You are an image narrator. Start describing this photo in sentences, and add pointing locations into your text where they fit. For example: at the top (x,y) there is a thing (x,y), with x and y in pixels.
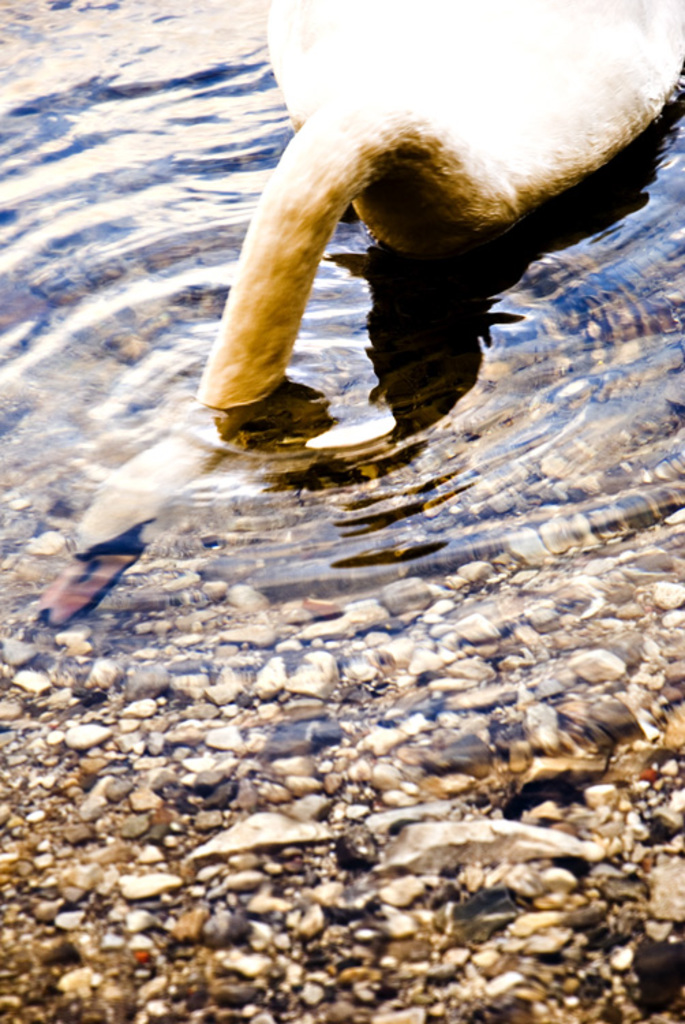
In this image there is a bird (262,332) in the water (306,528) having rocks (308,738).
